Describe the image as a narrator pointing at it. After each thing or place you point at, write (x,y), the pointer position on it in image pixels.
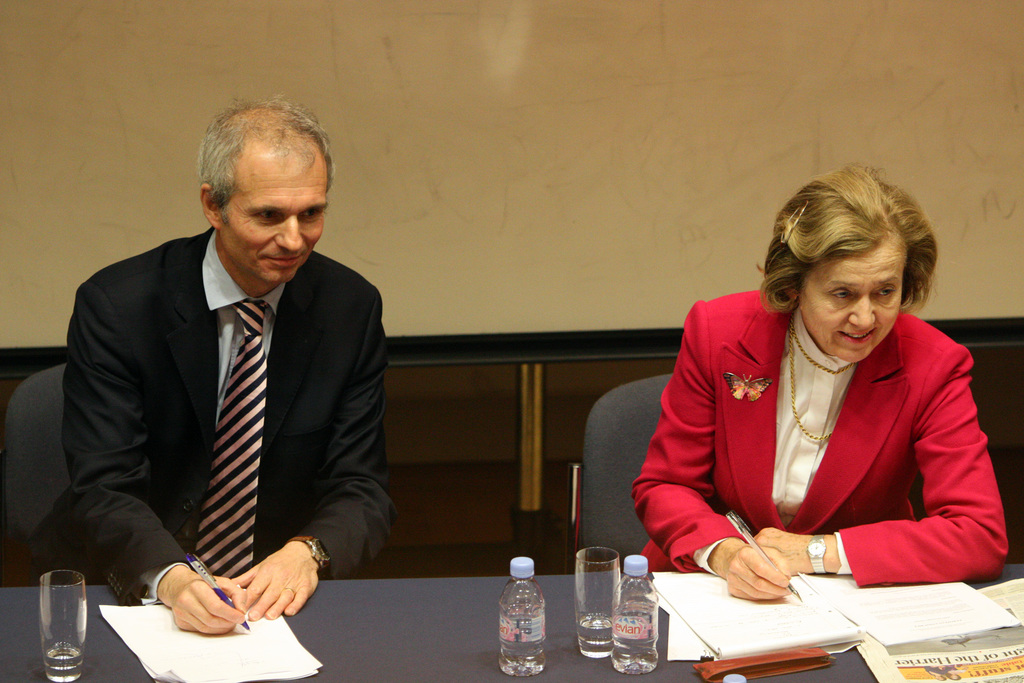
There are two persons (273,419) sitting in chairs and writing on a paper (266,637) which is on the table (463,640) and the table (406,636) consists of two water bottles (647,630), glasses (601,630) and a news paper (934,640).
